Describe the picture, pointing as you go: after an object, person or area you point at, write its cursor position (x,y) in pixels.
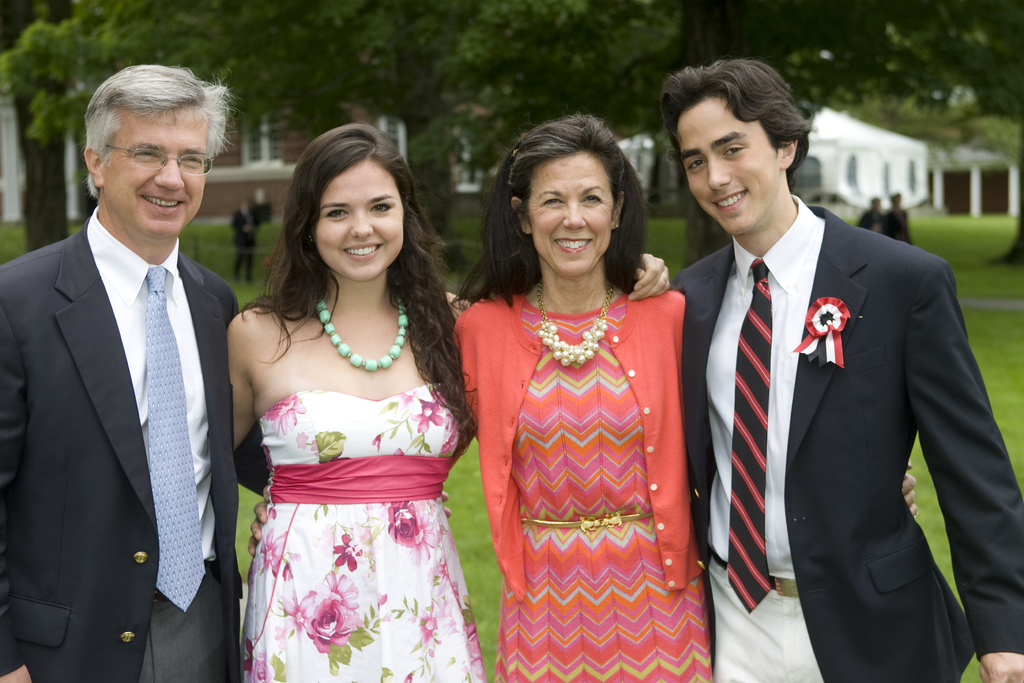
In this image we can see some houses (997,194), some green grass (956,236) on the ground (924,236), some people (248,228) are walking, some trees (39,52) on the ground (951,251), four people (63,451) are standing on the ground (966,252) and holding each other.
